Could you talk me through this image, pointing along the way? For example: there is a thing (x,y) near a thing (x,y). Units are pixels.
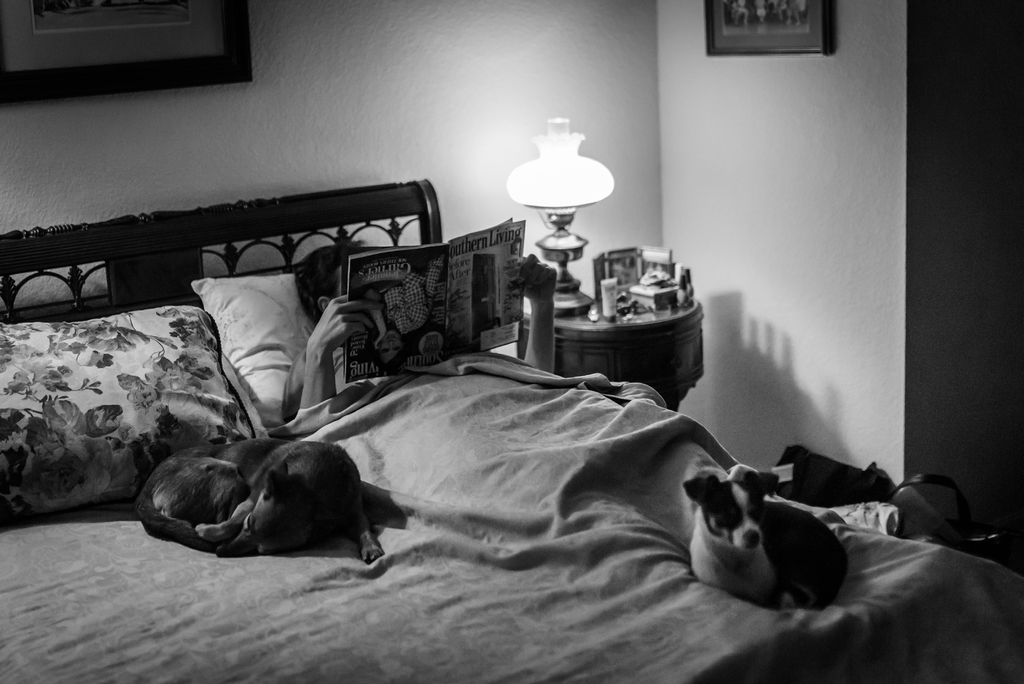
A black and white picture. A person (326,316) is lying on a bed (411,515) with pillow (237,362). On this bed (630,560) there are dogs (236,505). This person (353,400) is holding a book (514,319). On this table (607,326) there is a lantern lamp (558,200) and things (614,287). A picture (203,49) is on wall (348,70).
